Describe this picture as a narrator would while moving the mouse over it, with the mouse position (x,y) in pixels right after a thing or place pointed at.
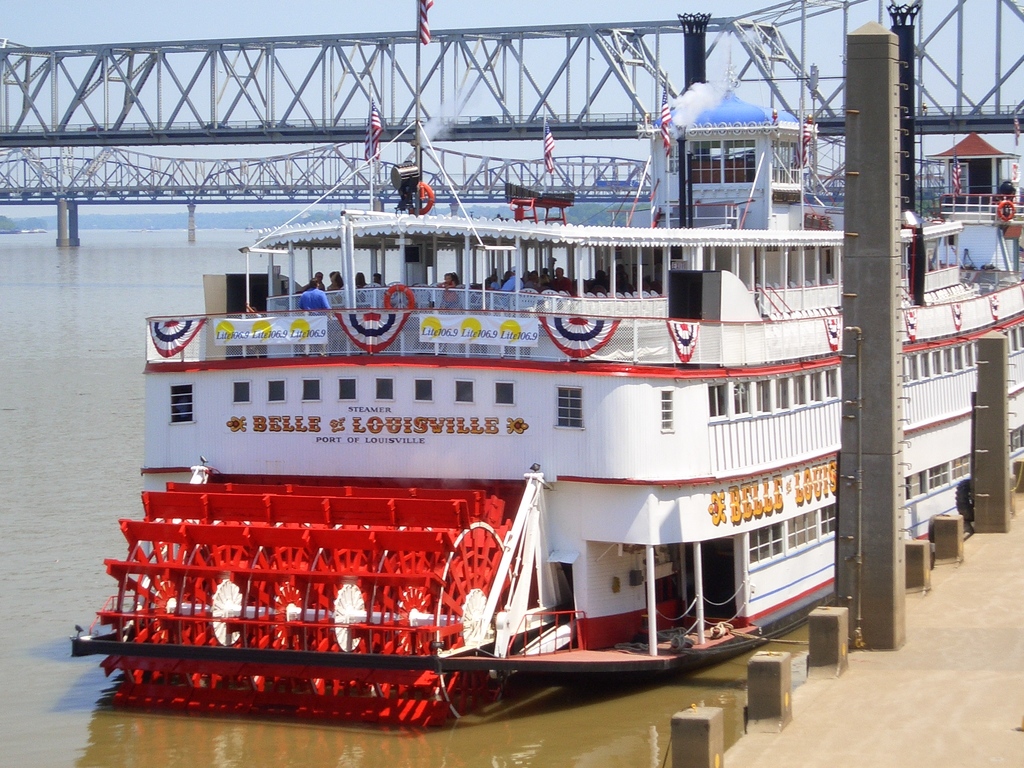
In the center of the image (376,269) there is a ship (784,627) with flags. In the background of the image (19,194) there is a bridge (160,181). At the bottom of the image (147,723) there is water (66,717). To the right side of the image (993,603) there is a floor (900,744). There are poles (853,538).
